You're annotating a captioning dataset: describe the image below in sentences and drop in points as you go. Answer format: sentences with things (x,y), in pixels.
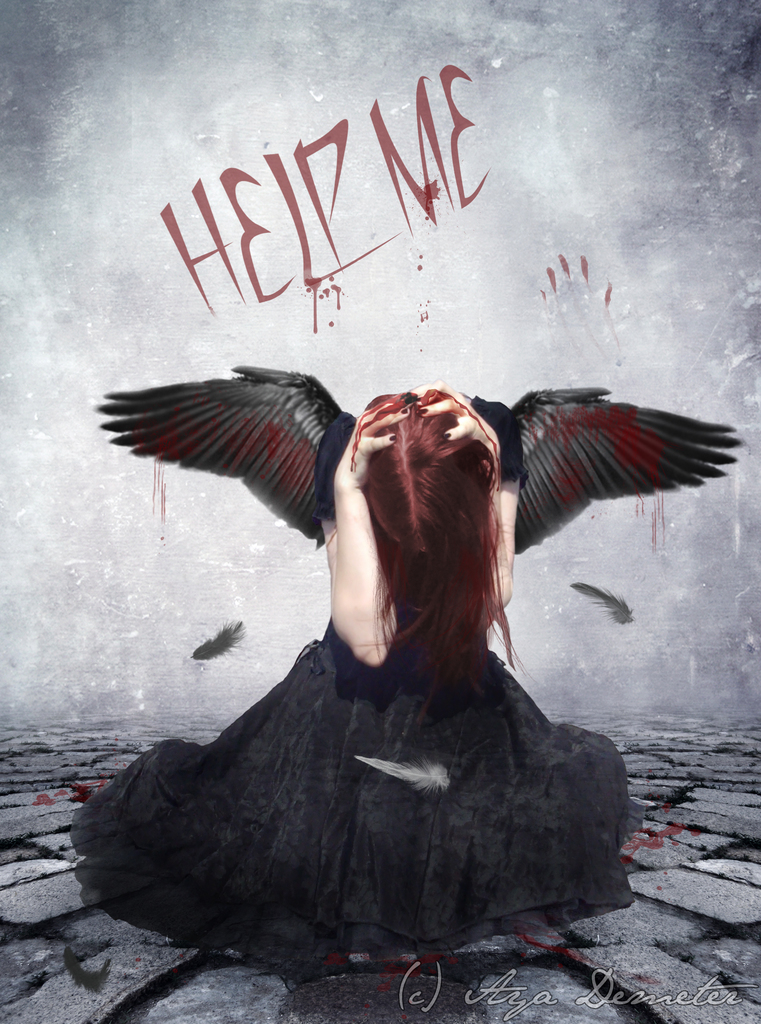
In this image, in the middle (418,646), we can see a woman (487,552) with wings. In the background (437,177), we can see a wall (596,118) which is in black and white color. At the bottom (758,898), we can see some stones (732,899).
